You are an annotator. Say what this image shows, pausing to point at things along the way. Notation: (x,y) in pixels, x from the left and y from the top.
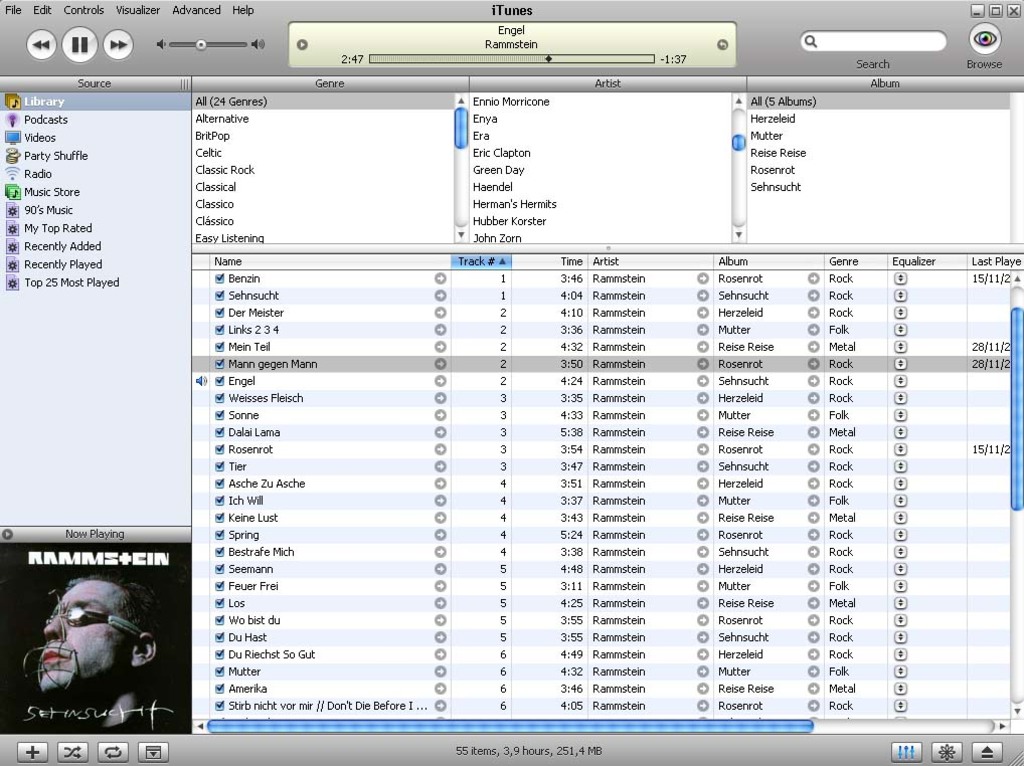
In this picture we can see the screenshot of a music player (507,450). In the screenshot there is a pause (87,37), forward (111,34) and backward buttons (46,47). There are files (380,432), folders (95,266), words (292,397), numbers (568,363) and other things (530,384).
